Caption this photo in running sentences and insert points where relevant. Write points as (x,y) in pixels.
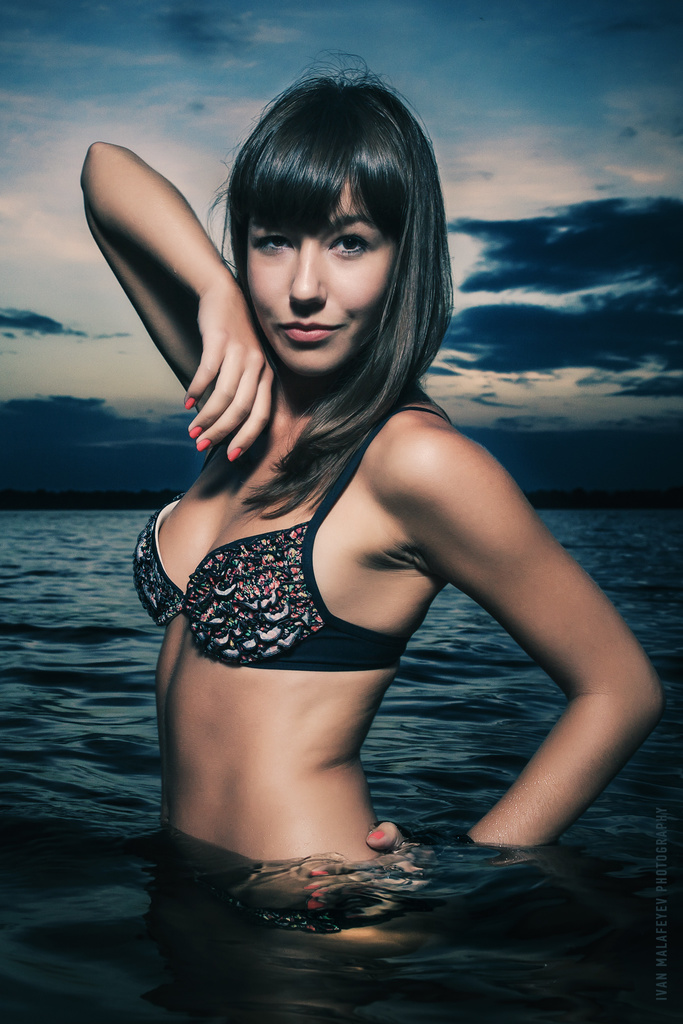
In the center of the image (318,393), we can see a lady (234,677) in the water (371,906) and in the background (455,86), there are clouds (540,249) in the sky (600,453). At the bottom (667,957), there is some text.
